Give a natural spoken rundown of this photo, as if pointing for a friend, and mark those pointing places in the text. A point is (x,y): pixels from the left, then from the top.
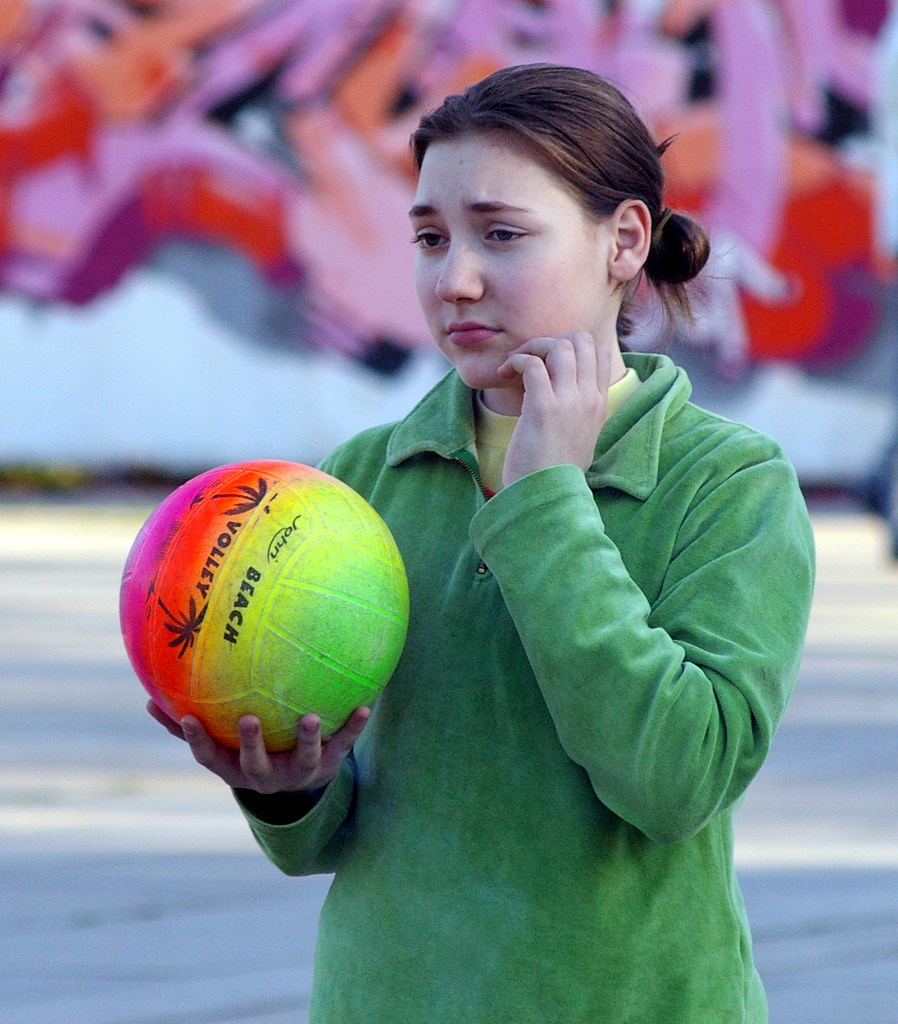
In this picture, we can see a person (530,128) holding an object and we can see the background (6,397) is blurred.
